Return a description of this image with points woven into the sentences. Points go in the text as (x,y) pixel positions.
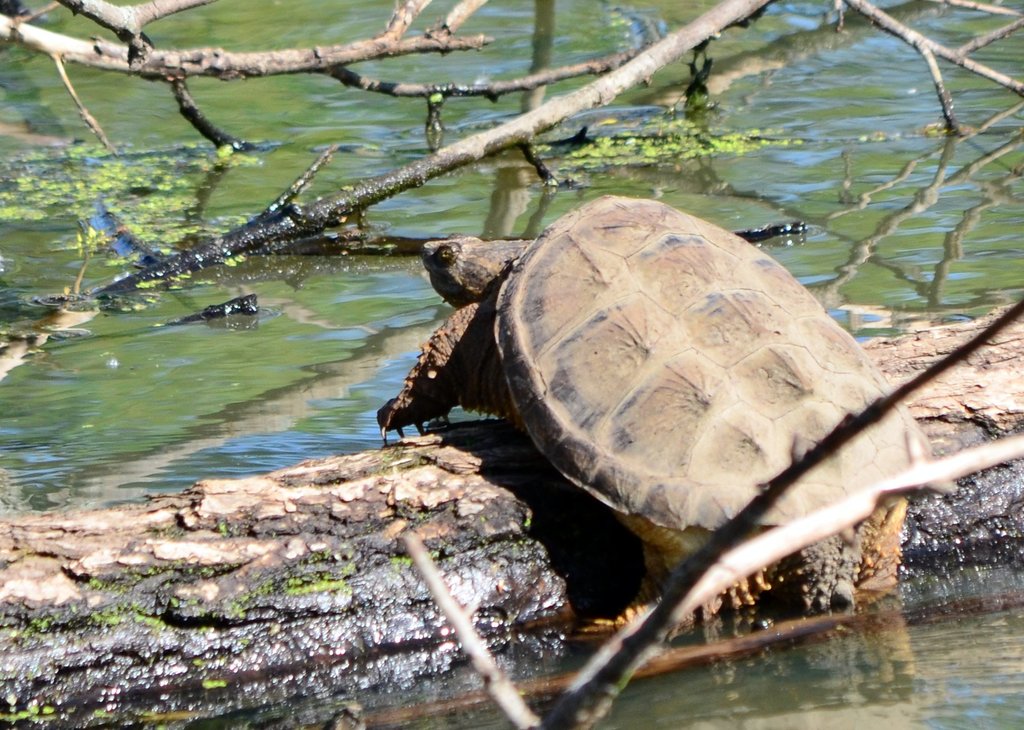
In this image we can see a tortoise (704,439) on a wood log (308,561) placed in water (483,720). In the background (216,311), we can see the branches (767,4) of trees (236,232).
